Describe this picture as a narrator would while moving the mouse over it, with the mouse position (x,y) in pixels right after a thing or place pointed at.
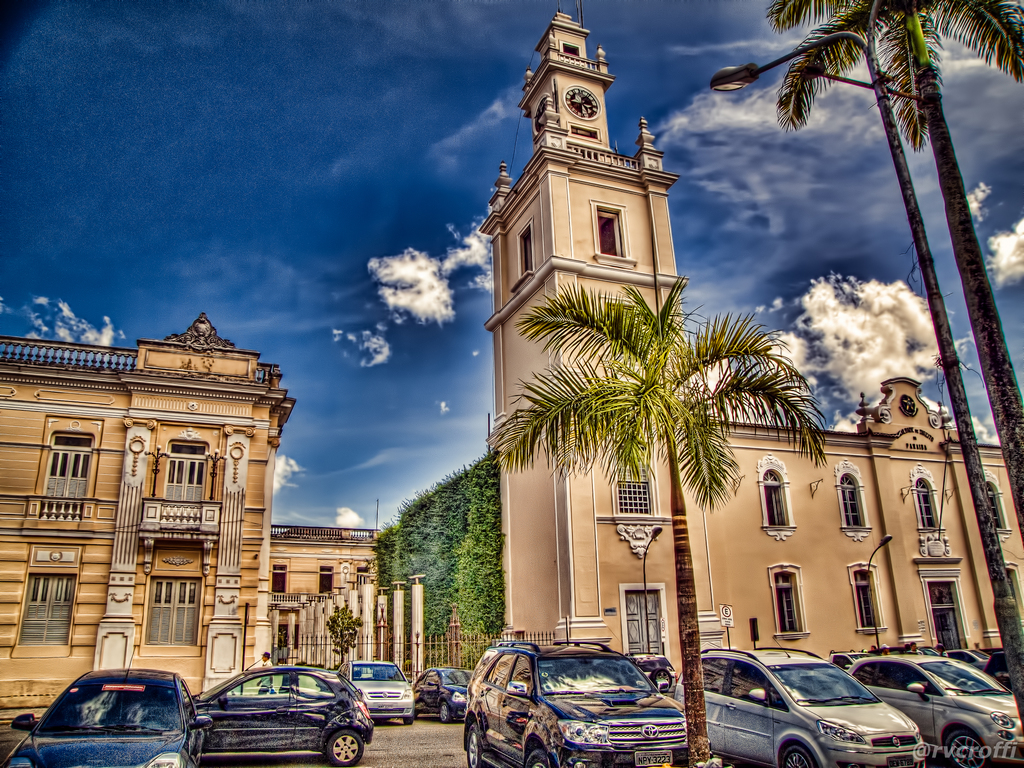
In this image we can see buildings (527,592), trees (426,634), street lights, few cars (640,705) parked near the buildings (828,590) and sky (395,279) with clouds (842,339) in the background (366,141).
